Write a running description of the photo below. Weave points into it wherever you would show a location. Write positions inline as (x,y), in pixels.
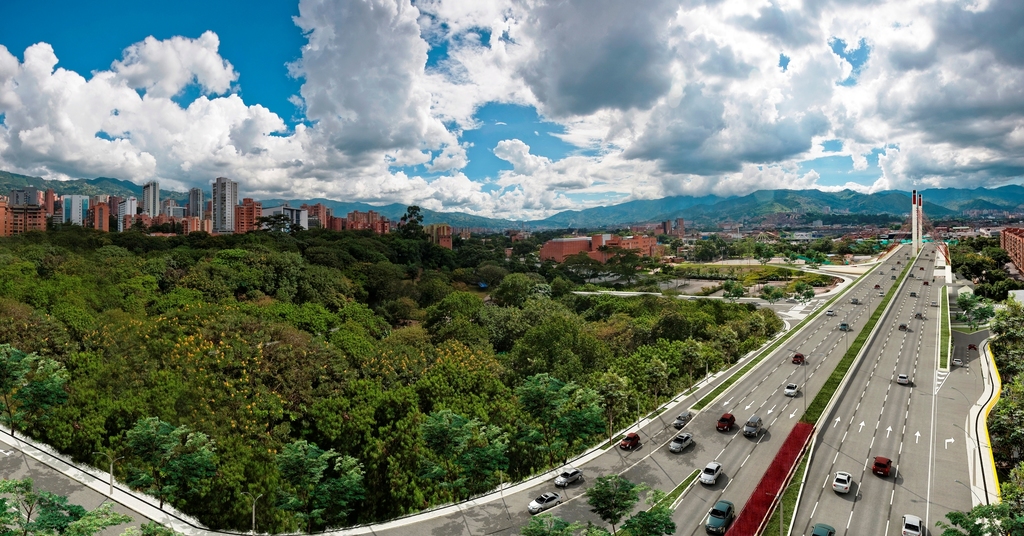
In this image we can see few vehicles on the road (836,357), there are few trees (490,316), buildings (685,243) and mountains (626,215) in the background (803,211), there is the sky (329,84) with clouds (395,65) on the top (700,113).
